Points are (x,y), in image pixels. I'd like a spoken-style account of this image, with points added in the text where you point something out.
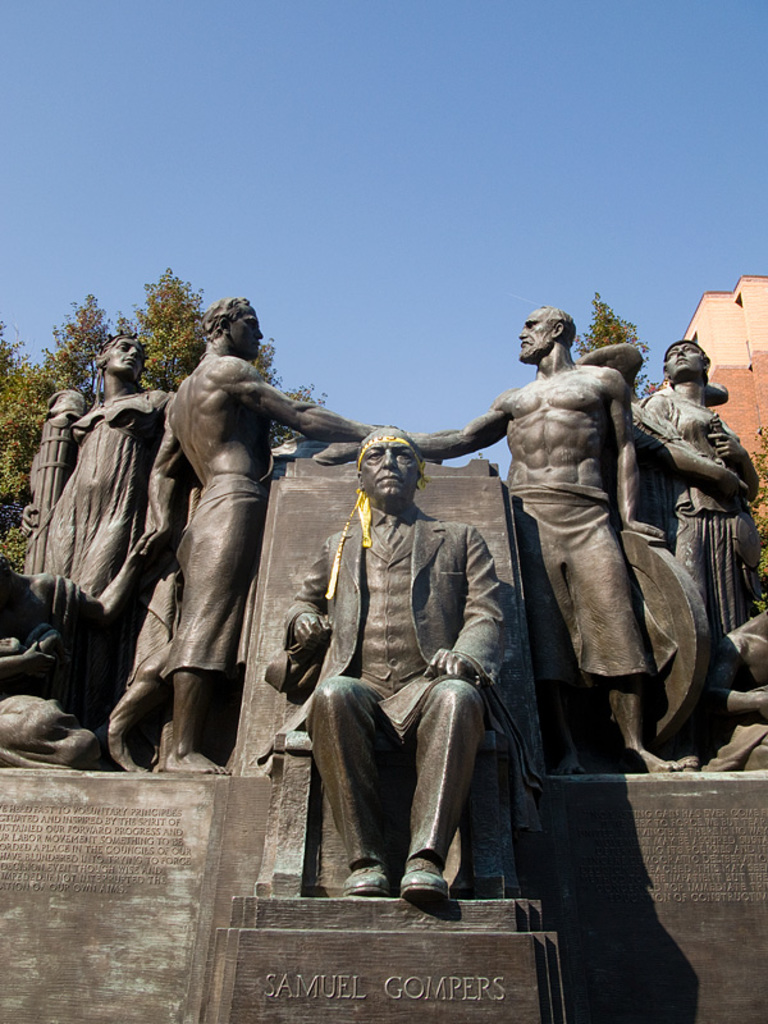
In this image I can see sculptures (346,605) of five persons (472,634) and a text (92,817). In the background (153,207) I can see trees (96,300), building (713,367) and the sky (428,315). This image is taken may be during a day.
